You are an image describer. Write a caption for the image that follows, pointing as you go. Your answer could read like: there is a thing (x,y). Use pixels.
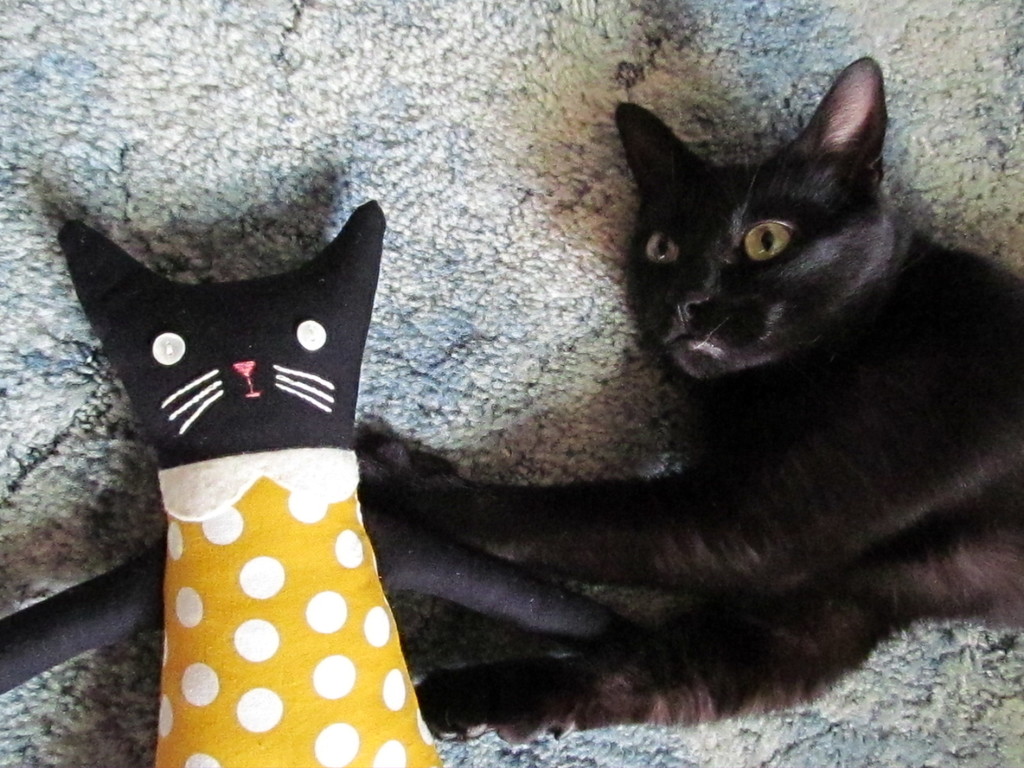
On the right side of the image (773,456) we can see a cat (744,270) lying on the mat (924,635). On the left (294,746) there is a cushion (285,610).
